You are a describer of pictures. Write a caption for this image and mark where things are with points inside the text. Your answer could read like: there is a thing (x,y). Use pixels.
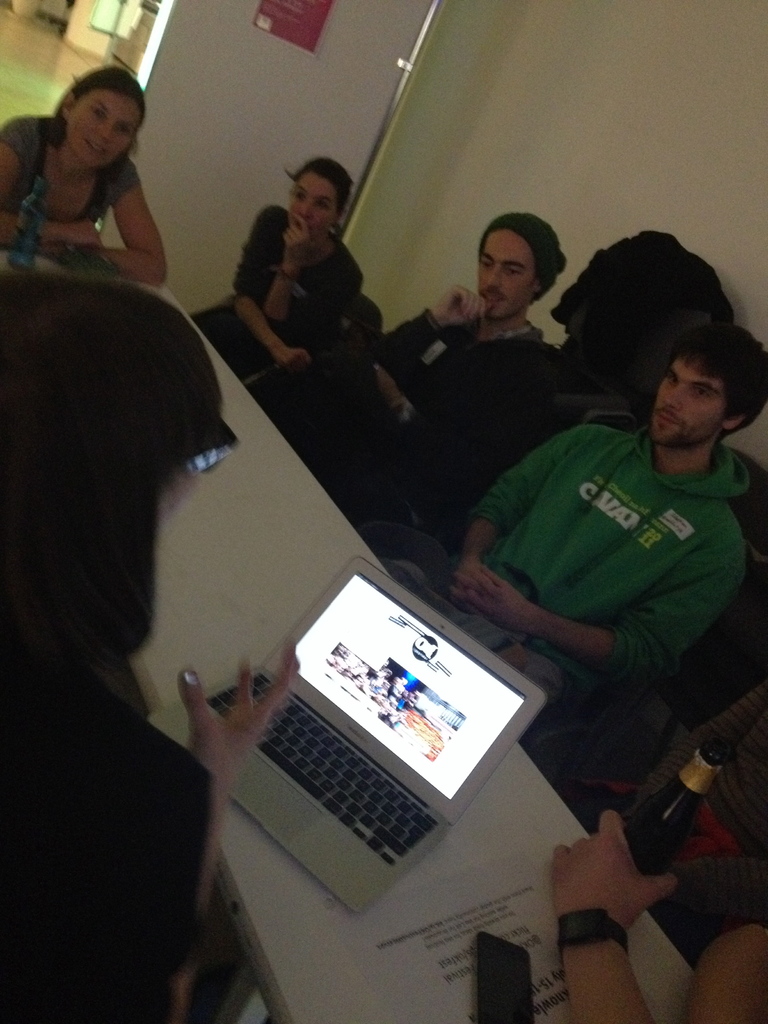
In this image we can see these people (91,596) are sitting on the chairs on the table (300,893). Here we can see laptop (232,685) opened, mobile phone (503,987), paper (535,918) and a person's hand (634,908) holding bottle (648,872) are kept on the table (398,900). In the background (424,155), we can see the wall (651,57) and the door (314,109).
